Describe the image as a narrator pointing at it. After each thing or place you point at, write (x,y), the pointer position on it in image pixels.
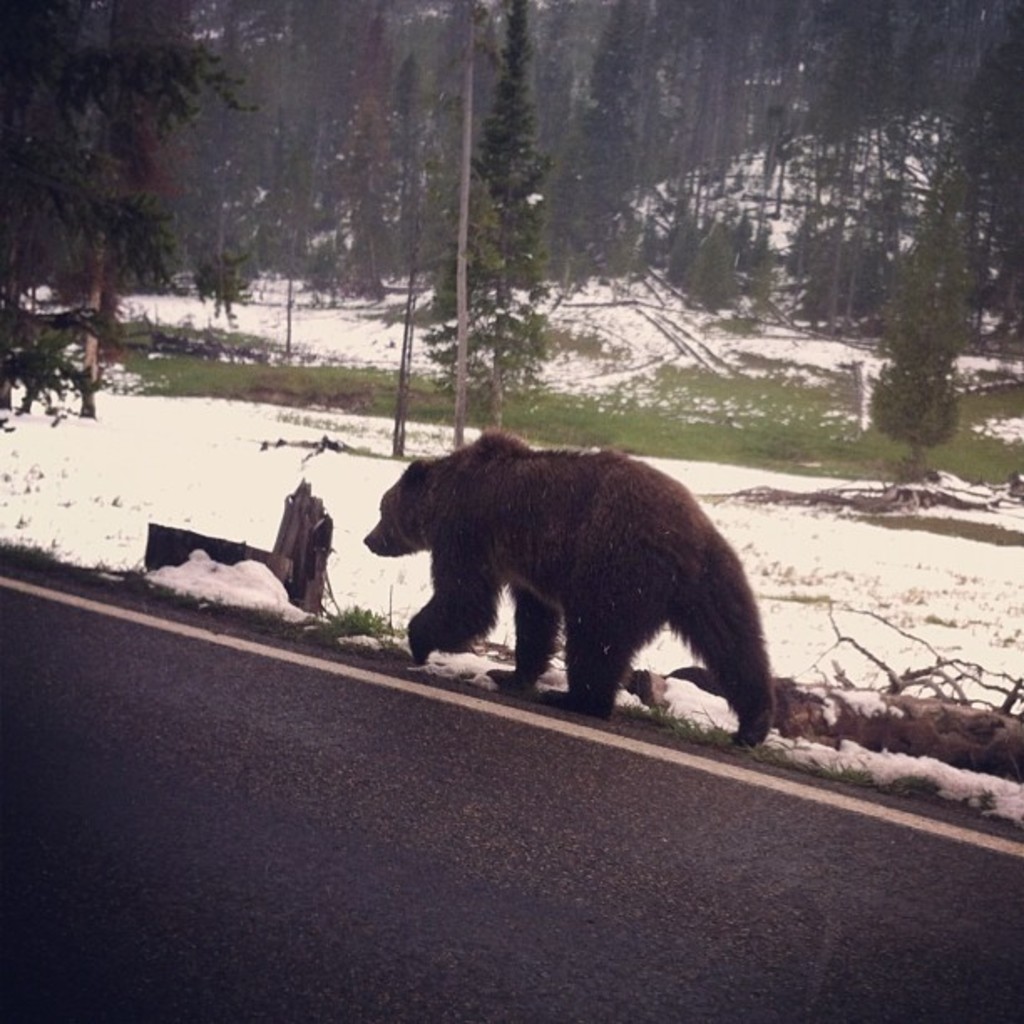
In this picture we can observe a brown color bear (523,571), walking on the side of the road (254,632). We can observe a road (202,907) here. There is some snow (131,457) on the ground (220,461). We can observe some trees (279,221) in the background (589,261).
